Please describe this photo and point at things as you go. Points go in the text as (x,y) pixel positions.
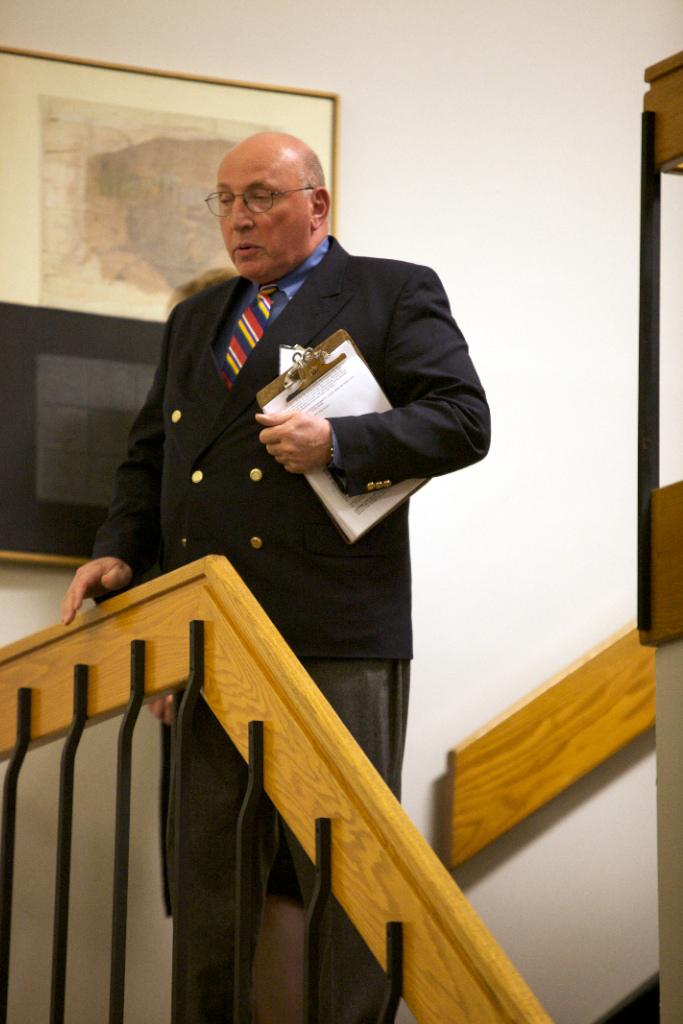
In this image we can see a person (293,417) holding an object (342,375). At the bottom of the image (347,802) there is a wooden texture (272,739) and some iron rods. In the background of the image (385,35) there is a wall (440,135), frame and other objects (511,803).
